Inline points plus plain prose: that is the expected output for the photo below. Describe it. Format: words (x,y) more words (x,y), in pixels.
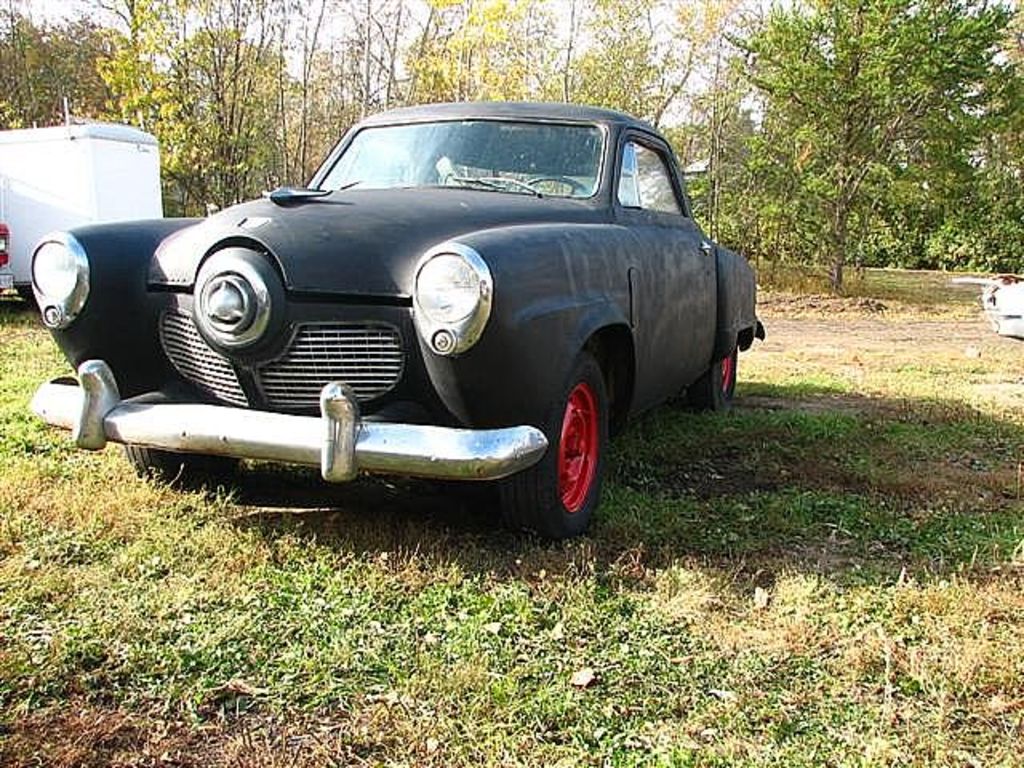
In this image in the foreground (441,395) there is one car (355,387) and at the bottom (617,638) there is grass (813,575), in the background (794,213) there are some vehicles (43,204) and trees (728,136).
